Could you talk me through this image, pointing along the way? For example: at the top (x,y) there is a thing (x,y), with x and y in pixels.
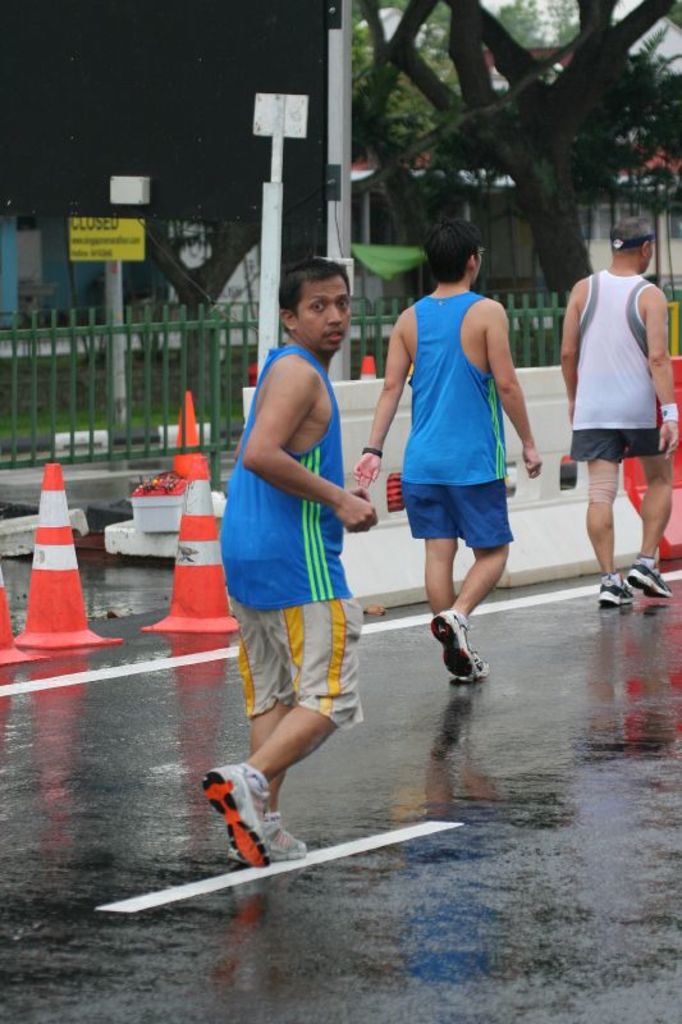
This man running and these two people (639,420) are walking. We can see traffic cones (193,509) on the road (418,789). In the background (106,376) we can see fence (75,373), boards (132,143) on poles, grass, trees (361,155) and house (671,271).
